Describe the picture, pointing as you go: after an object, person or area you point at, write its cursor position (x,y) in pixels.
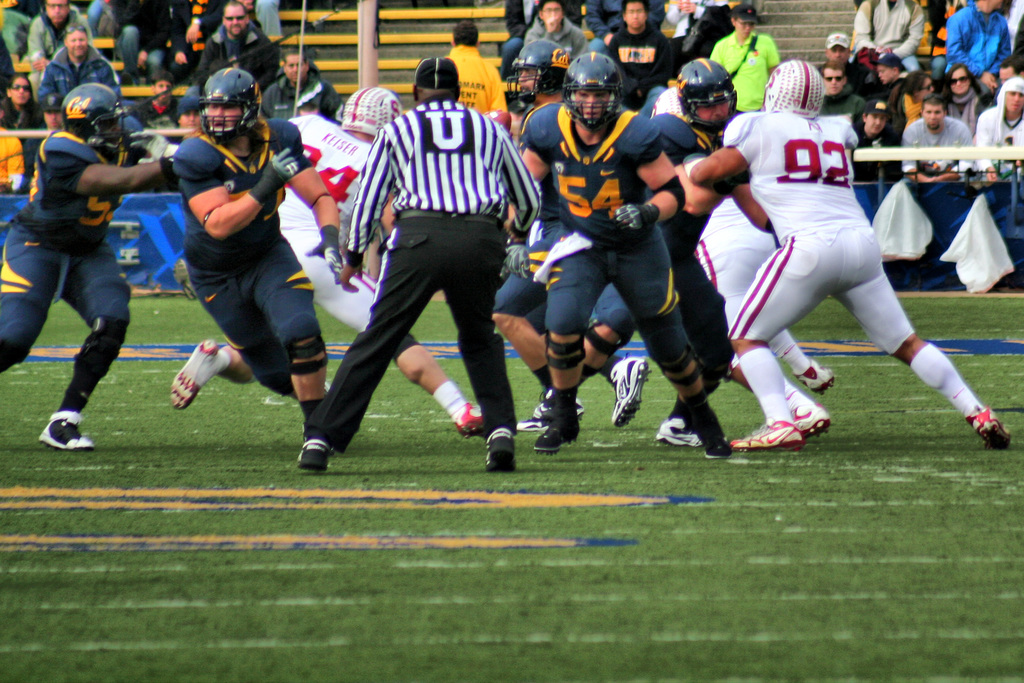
In this picture, we see men (545,366) in blue jerseys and men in white jerseys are running on the ground (265,496). They might be playing football. Behind them, we see people (229,35) sitting in the stands (315,59). This picture might be clicked in the football field (259,518).
